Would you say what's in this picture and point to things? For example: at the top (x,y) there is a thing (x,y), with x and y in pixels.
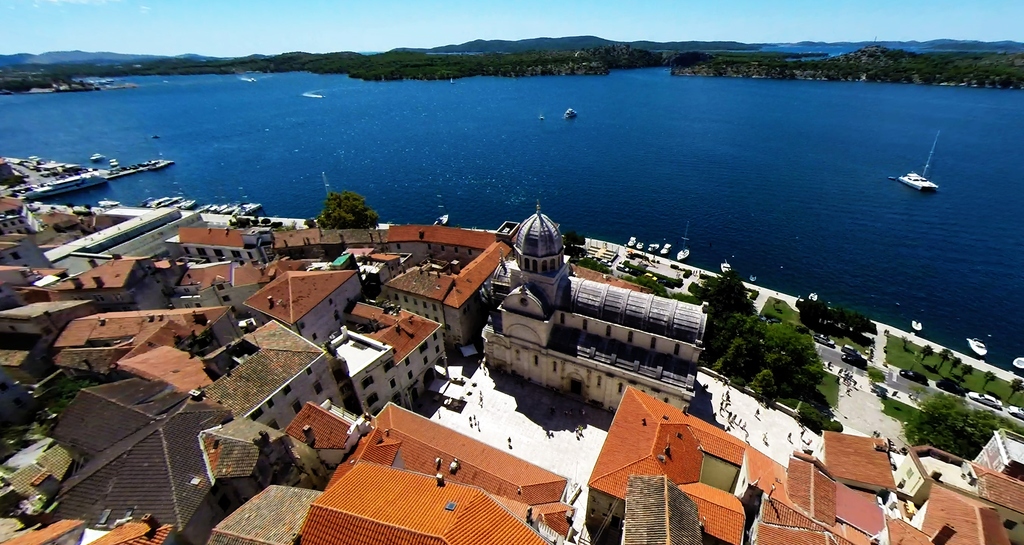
In this image we can see some houses (406,338), trees (693,52), there are few people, there are ships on the river (597,149), also we can see the mountains (543,55), and the sky (600,12).
